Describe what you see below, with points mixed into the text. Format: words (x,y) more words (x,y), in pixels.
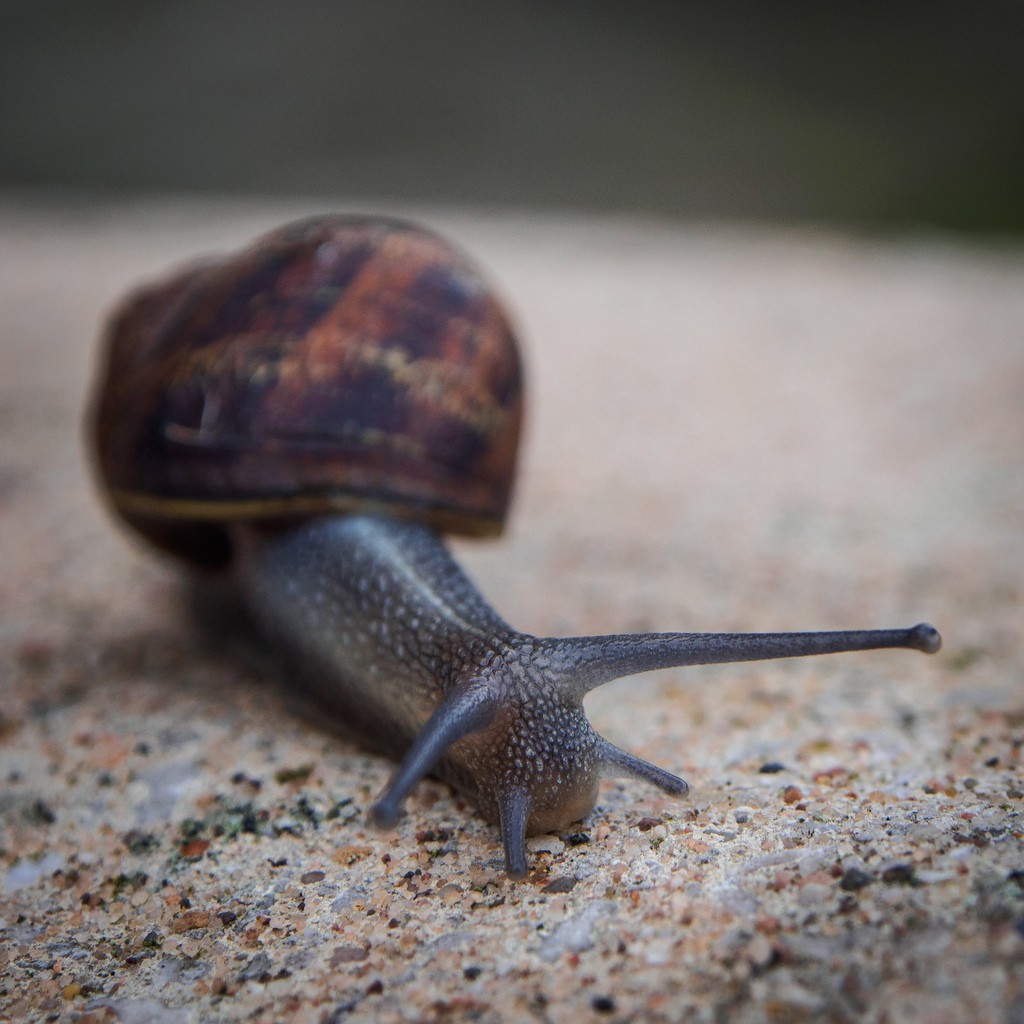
In this image I see a snail (387,370) which is of brown, blue and black in color and it is on the sand (124,689) and I see that it is blurred in the background (641,263).
